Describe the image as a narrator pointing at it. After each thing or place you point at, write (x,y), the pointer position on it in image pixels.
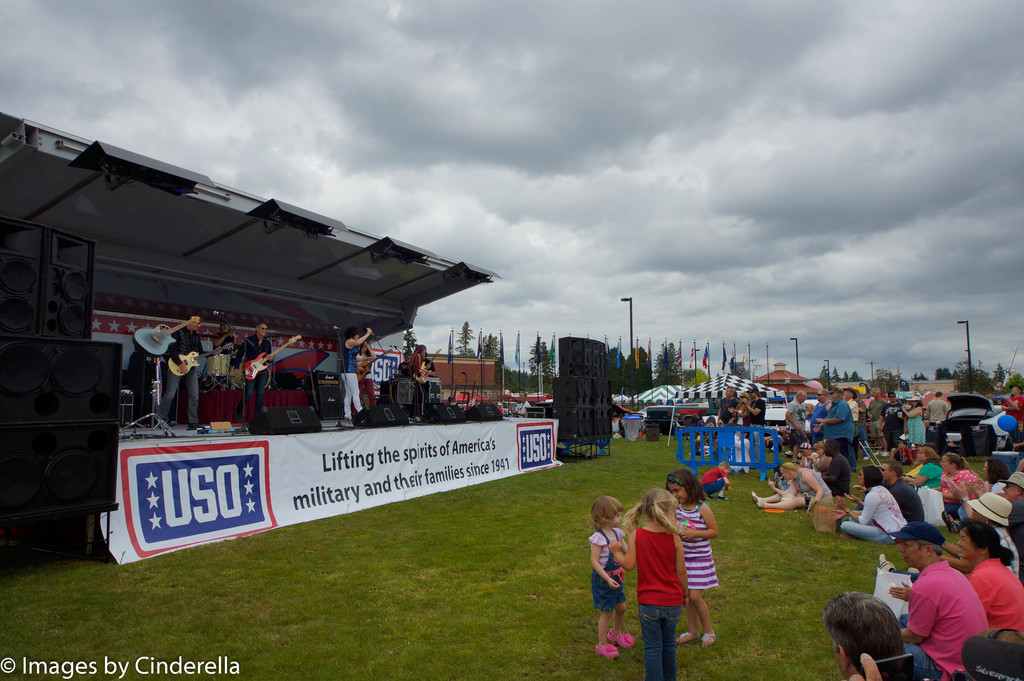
In this image it looks like it is a music concert. There are few people (364,387) playing the guitar (362,364) while the other (350,370) are singing with the mic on the stage (266,387). In front of them there are spectators (834,494) sitting on the ground (765,532) and watching them. At the top (645,132) there is sky (656,186). In the background (730,381) there are tents (717,378) and flags (680,361) one beside the other. On the ground (525,624) there are fewer kids (628,549) playing. On the left side (93,343) there are speakers (75,368).
